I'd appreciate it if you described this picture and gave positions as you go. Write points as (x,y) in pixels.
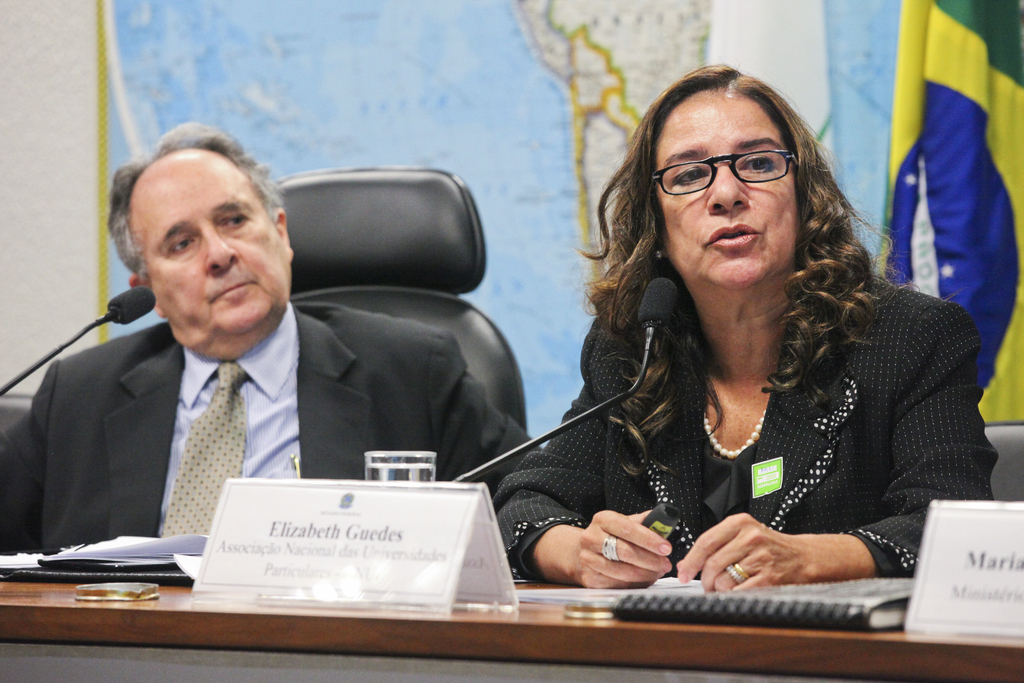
In the image I can see there are two people (810,215) sitting on chairs (324,229) in-front of the table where we can see there are few microphones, files (184,540) and name boards (964,566), behind them there is a flag (958,94) and map (837,40) on the wall (47,315).
